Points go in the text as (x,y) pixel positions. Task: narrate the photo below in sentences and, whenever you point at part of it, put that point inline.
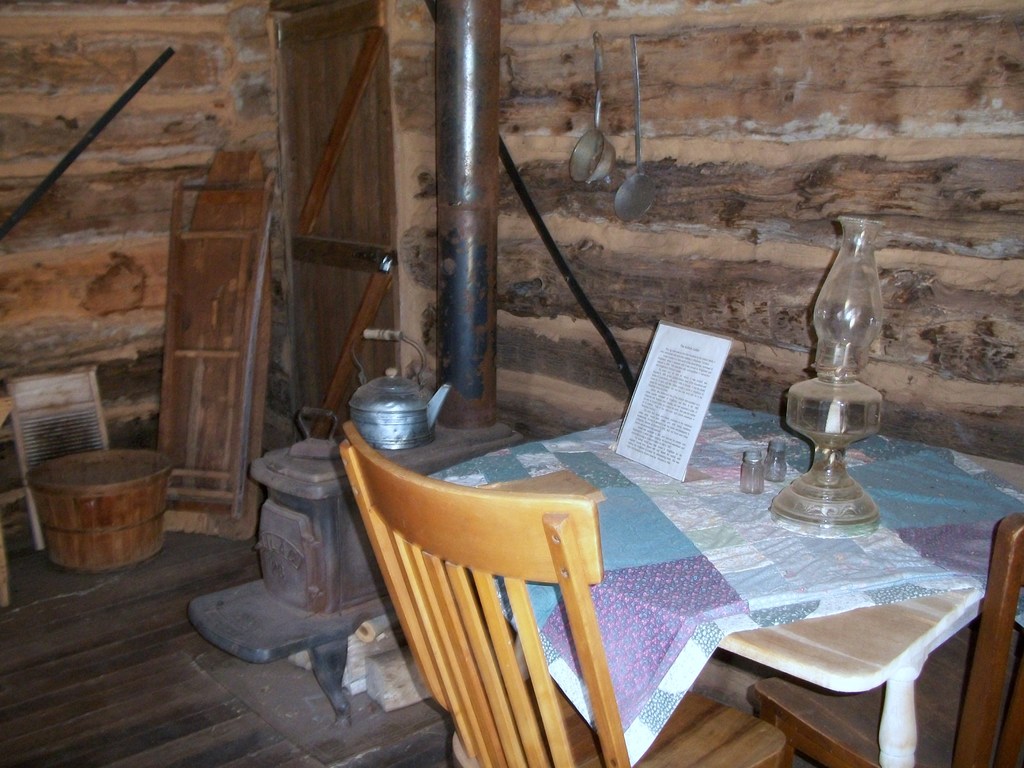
On the right side (852,393), there is a light (852,393), two bottles (749,463) and a poster (663,434) arranged on a cloth (956,493), which is on a table (750,628). Around this table (724,572), there are two wooden chairs (966,699) arranged. On the left side (181,399), there are wooden objects (126,452). In the background (353,260), there is a wooden door (347,233), a wall (646,75) and there are other objects (64,171).
